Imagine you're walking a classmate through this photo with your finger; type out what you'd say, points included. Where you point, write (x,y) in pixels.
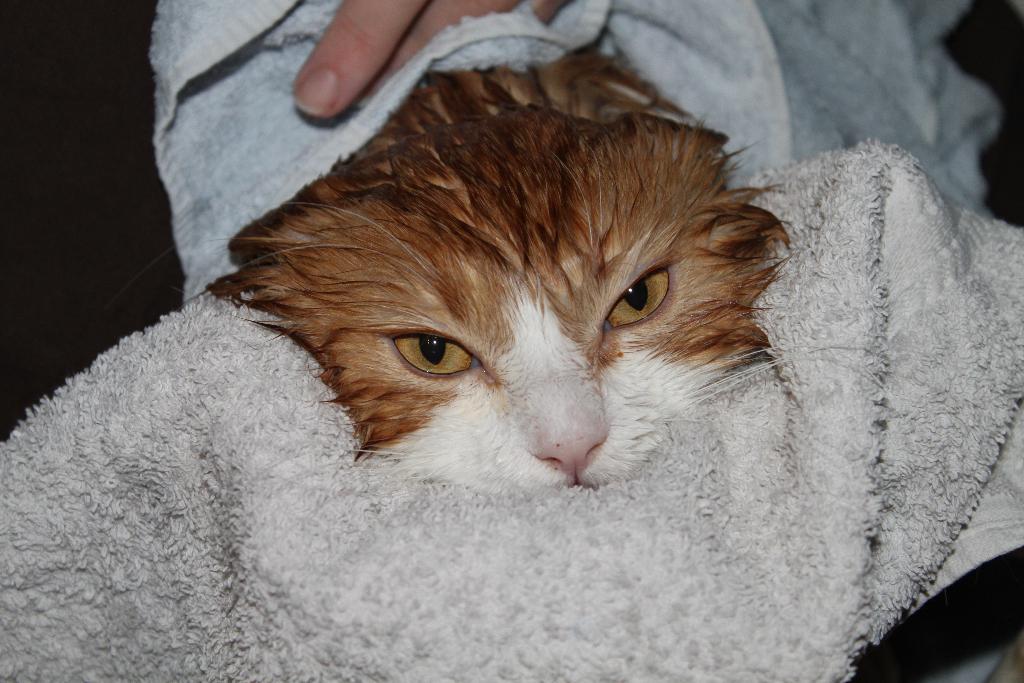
In this picture, we see the cat (588,224) is wrapped in a white towel (702,443). At the top (313,87), we see the hand fingers (373,79) of the person (345,50). In the background (98,113), it is black in color.
